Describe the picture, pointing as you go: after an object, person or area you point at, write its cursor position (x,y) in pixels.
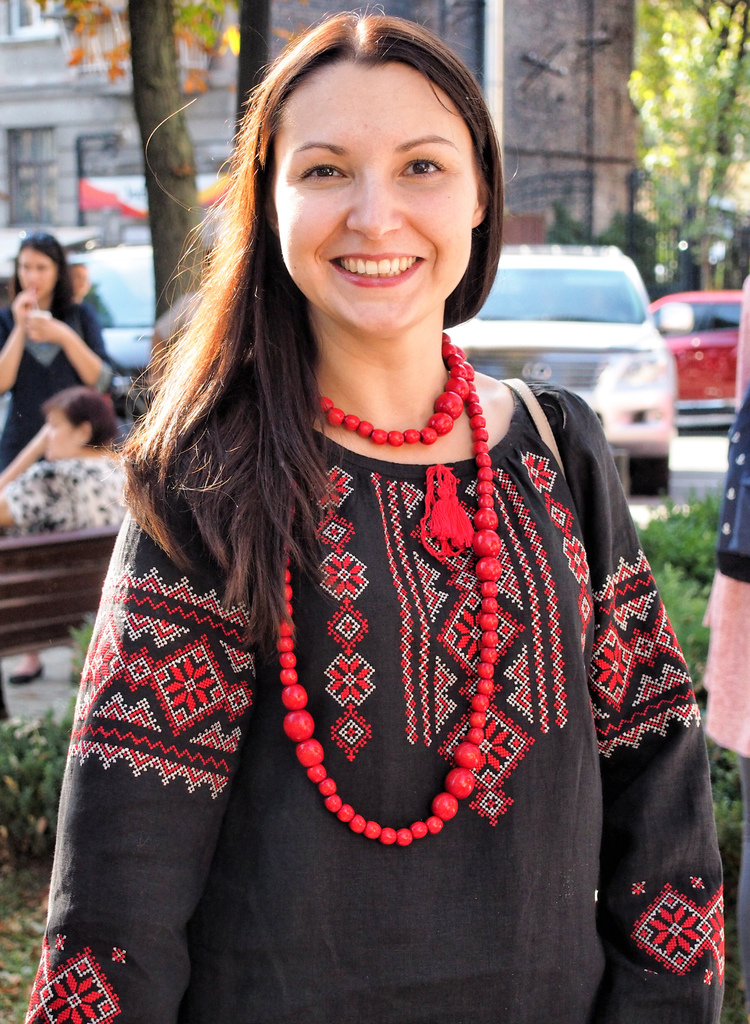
Here in this picture we can see a woman (402,914) standing over a place (6,1016) and she is smiling and wearing necklace (286,577) on her neck (324,347) behind her we can see plants (42,780) and trees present on the ground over there and we can also see vehicles (501,361) present and on the left side (93,483) we can see a woman (80,507) sitting on a bench (8,580) present over there and we can also see a building (556,18) present in the far over there.
